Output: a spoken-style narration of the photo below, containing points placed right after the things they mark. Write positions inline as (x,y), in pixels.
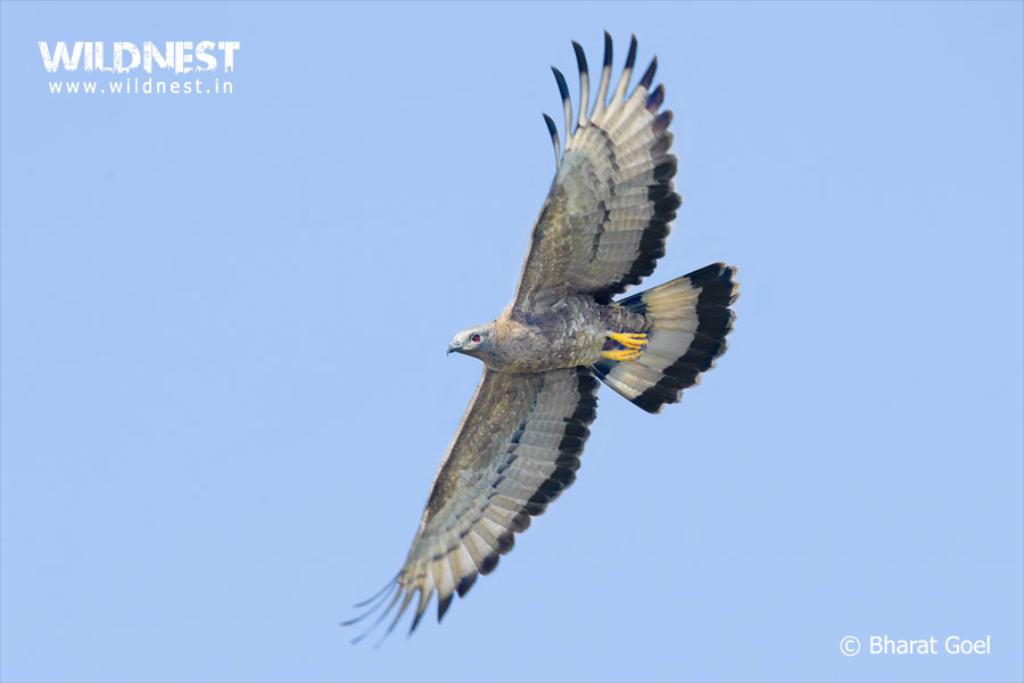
In this image, we can see a bird (565,375) is flying in the air (310,593). Background (364,447) we can see the sky (416,469). On the left side (56,58) top corner and right side (971,638) bottom corner of the image (899,641), we can see a watermark (929,639) in the image.
